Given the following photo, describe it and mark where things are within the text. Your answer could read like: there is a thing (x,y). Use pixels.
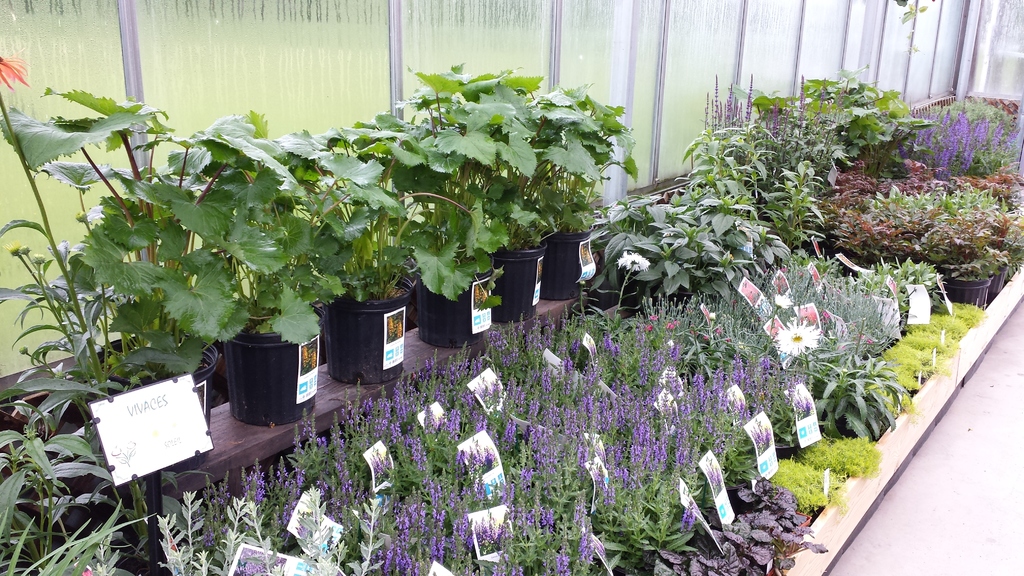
In the image we can see the nursery (646,385) and here we can see the stickers (400,338) and the board (191,416). Here we can see glass wall (229,57) and the floor (932,520).
